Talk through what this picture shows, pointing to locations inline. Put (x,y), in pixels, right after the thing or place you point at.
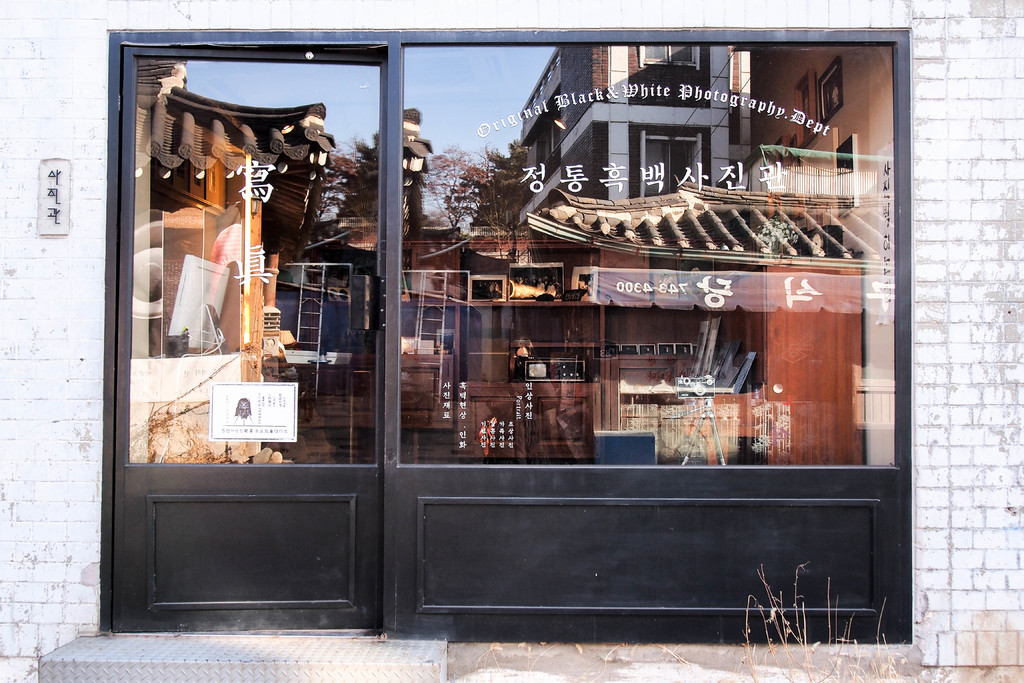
In this image I see a store (577,215) over here and I see the door (301,355) and I see something is written on the glasses (613,234) and I can also see the reflection (305,125) of buildings (244,126), trees (447,199) and the sky (492,136) on the glasses (568,262) and I see the steps (237,661) over here and I see the wall (967,550) I see something is written over here too.
